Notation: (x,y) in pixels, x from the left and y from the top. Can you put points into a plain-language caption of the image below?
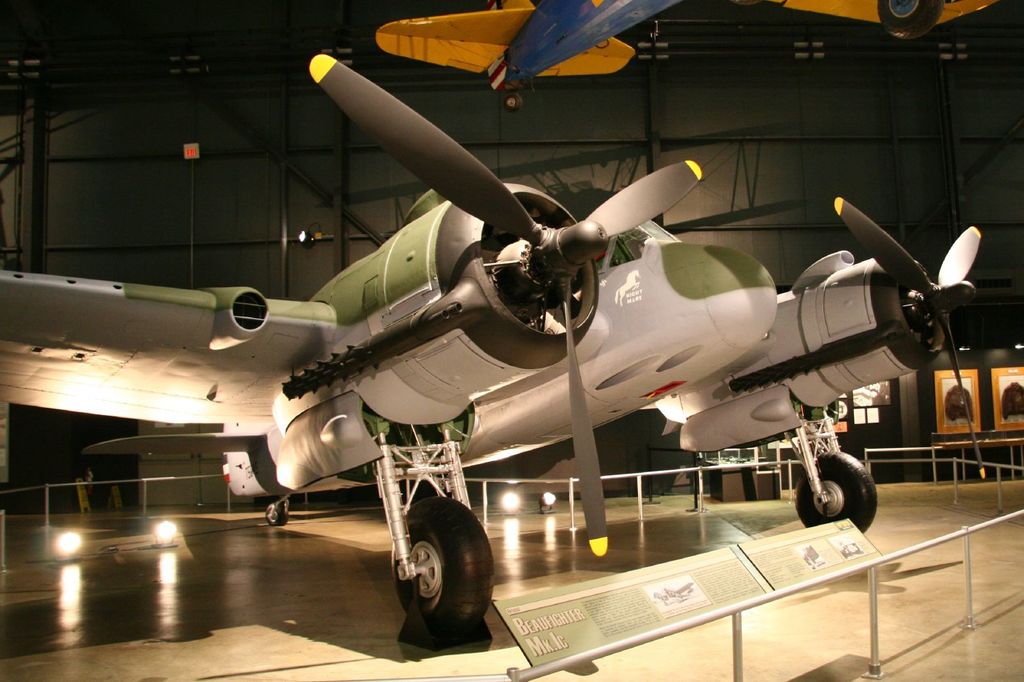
In this image we can see an airplane (499,400) on the floor (628,546). We can see a fence (1001,517) and boards (745,594) at the bottom of the image (766,597). In the background (925,178), we can see wall (874,185) and frames (970,393). At the top of the image (603,44), we can see one more airplane (520,38).
